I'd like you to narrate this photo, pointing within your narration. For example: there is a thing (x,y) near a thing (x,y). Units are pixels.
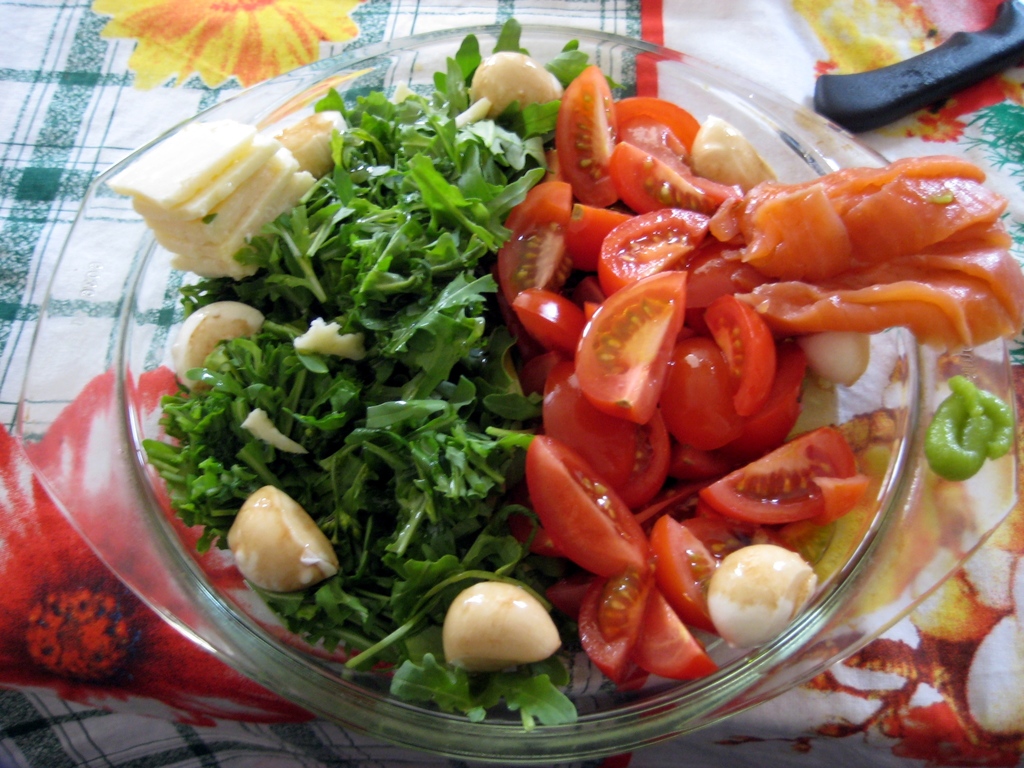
In this image I can see some food items (533,420) in the glass bowl (782,657).
